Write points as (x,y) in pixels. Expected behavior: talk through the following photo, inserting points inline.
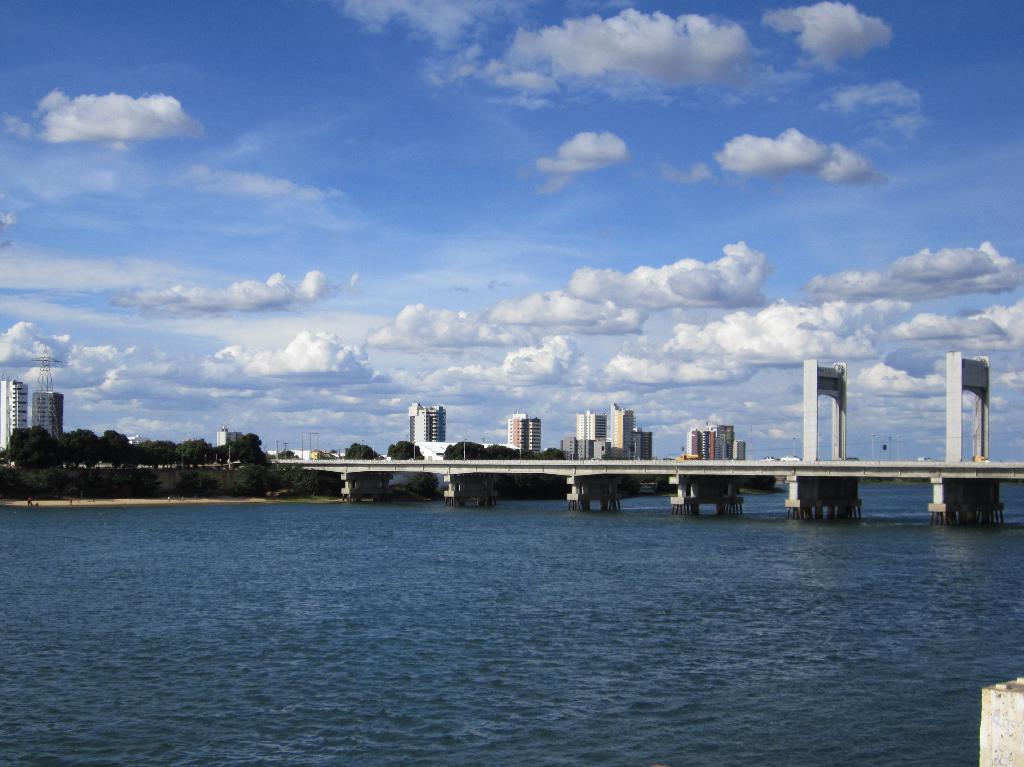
In this picture I can see the river (614,582), on which there is a bridge (739,464), side there are some trees (133,474) and buildings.
